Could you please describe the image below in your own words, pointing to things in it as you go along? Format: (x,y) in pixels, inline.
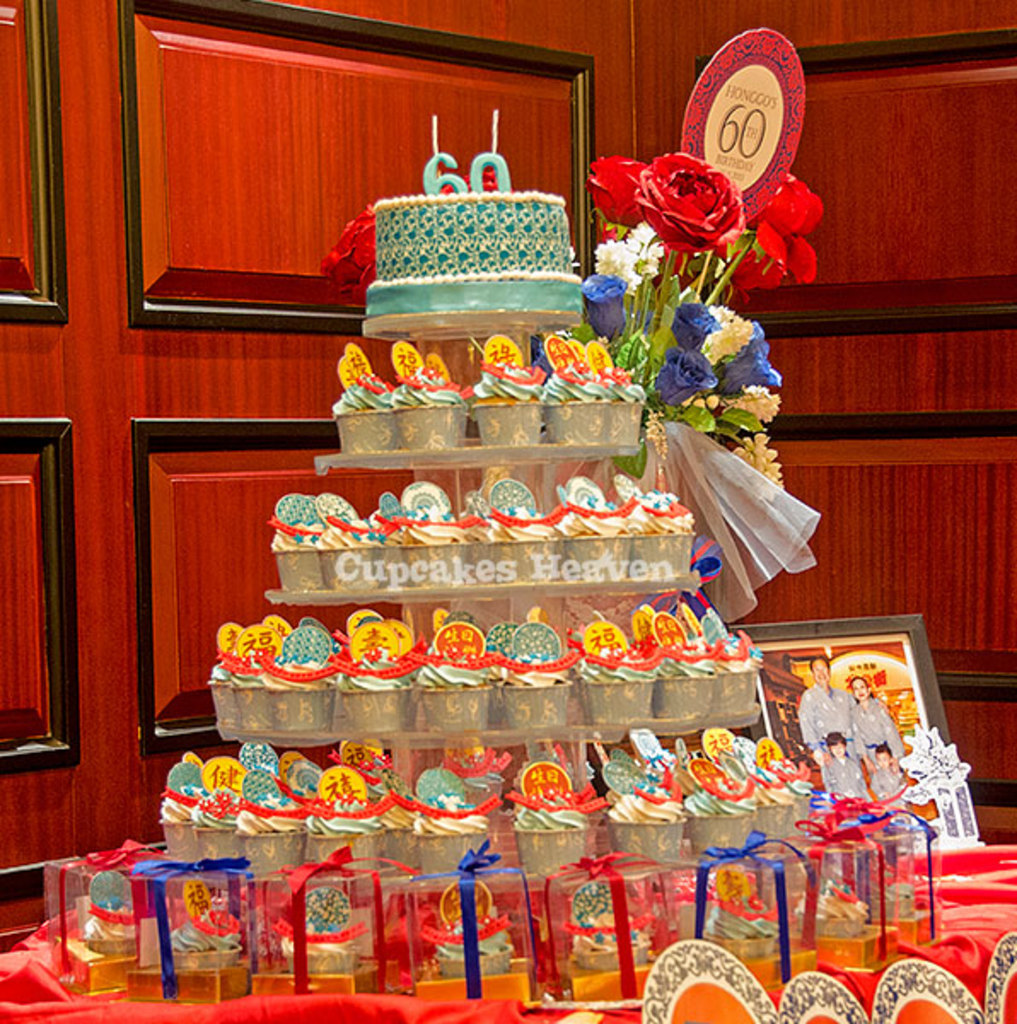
In the foreground of this picture (309,818), there are cup cakes (523,659) in the stand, few more cupcakes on the table (996,921), a photo frame (913,730), a cake (501,254), flower vase (719,202). In the background (80,263), there is a red colored wall (271,119).
